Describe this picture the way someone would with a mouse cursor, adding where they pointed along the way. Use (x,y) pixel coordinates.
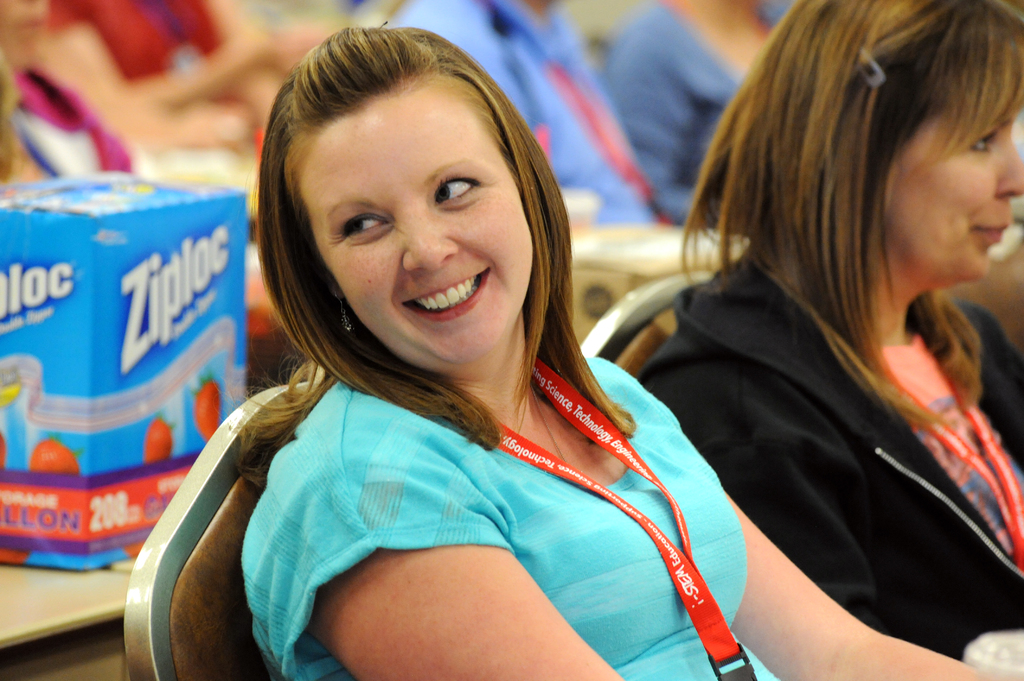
In the foreground of the picture (570,380) there are women (580,392) sitting in chairs (216,470). In the center of the picture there is a table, on the table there are boxes (111,244). The background (707,33) is blurred. In the background (651,23) there are people (668,24).
